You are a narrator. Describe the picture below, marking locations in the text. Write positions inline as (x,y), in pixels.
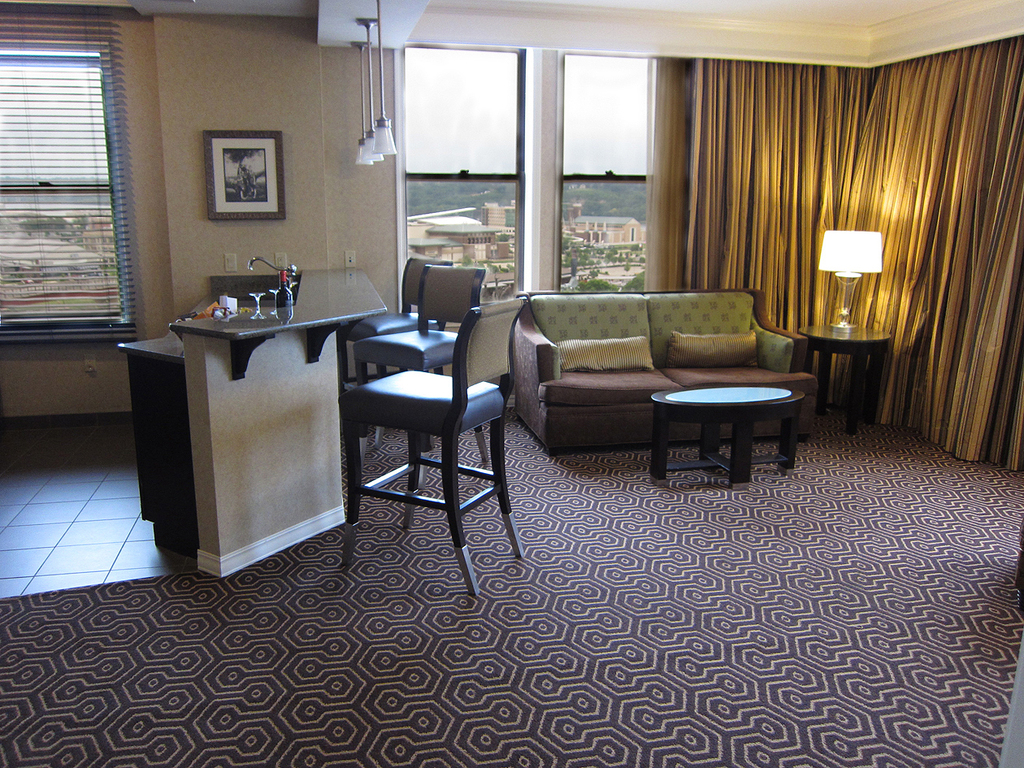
In this picture there is a lamp (848,251) on the table (823,339) to the corner. A brown curtain (856,218) is visible in the corner. There is a sofa (650,336), pillow (596,354) and a table (710,452). A glass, bottle (286,311), paper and other objects (219,313) are seen on the desk (358,293). There are three chairs (429,373) and a brown carpet (444,662) on the floor (127,547). A frame (244,195) is on the wall (190,163). Many buildings (415,234) and trees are seen in the background (487,225).
